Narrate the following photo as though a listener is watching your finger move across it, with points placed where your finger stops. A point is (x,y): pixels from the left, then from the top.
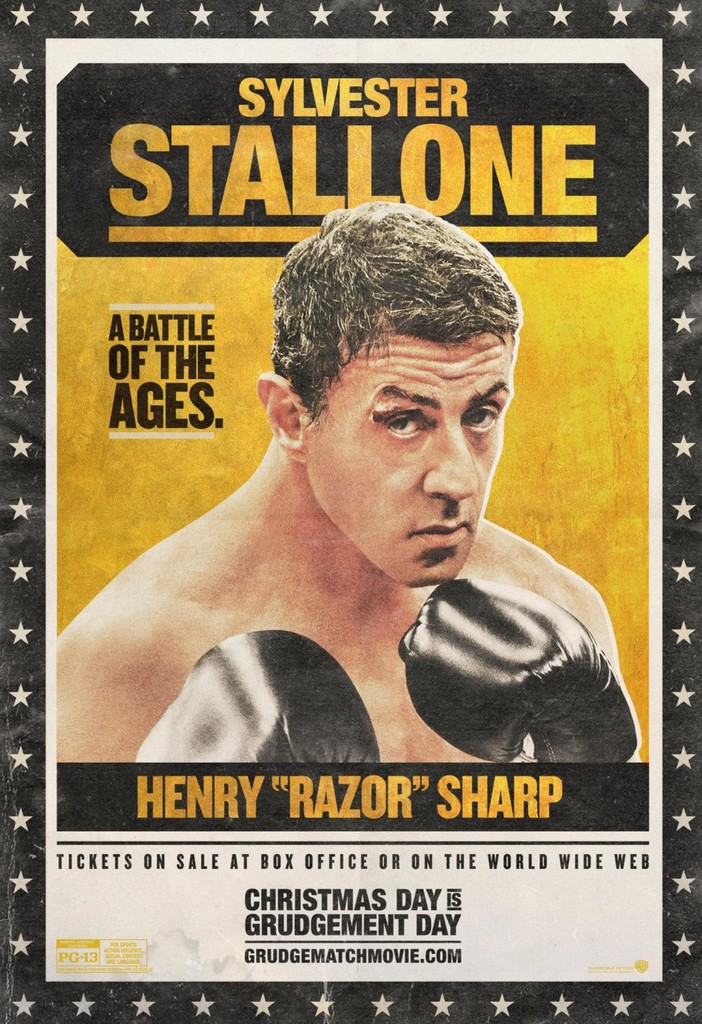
This image consists of a poster (231,735) with an image of a man (320,540) there is a text (403,942) on it.
